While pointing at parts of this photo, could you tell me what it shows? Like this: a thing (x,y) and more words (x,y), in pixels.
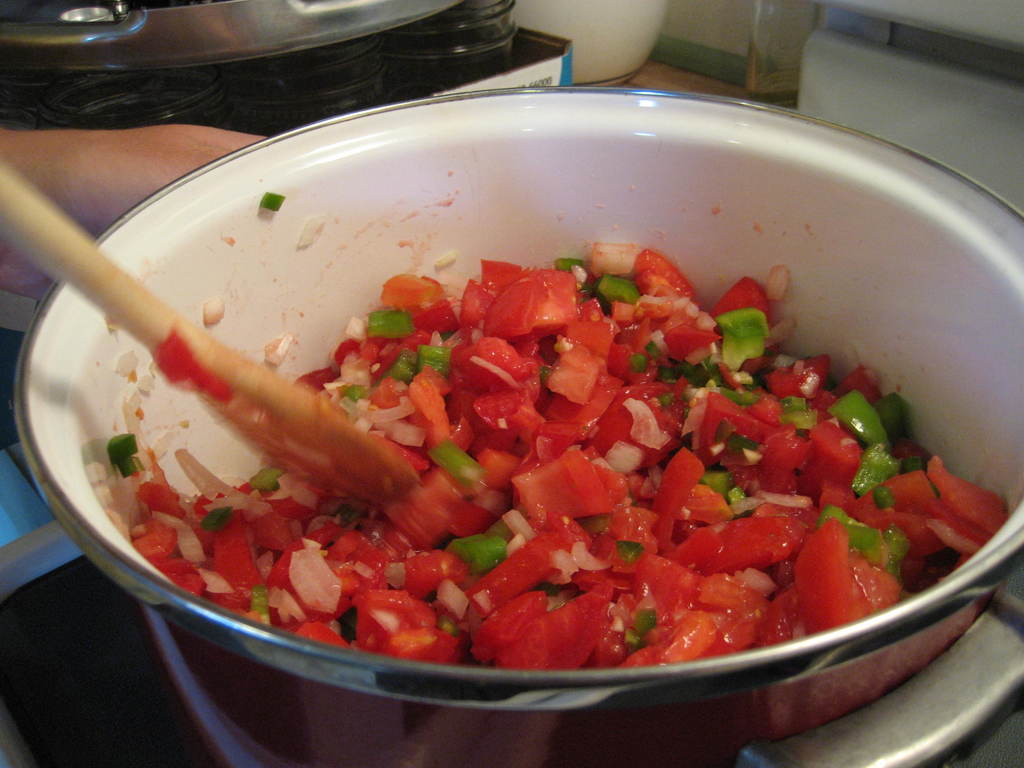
In this image, we can see some food (620,556) in the cooking pot (583,566). Here there is a spatula (226,391). At the bottom (136,671), we can see a black object (85,716). Top of the image (154,100), we can see glass jars (426,66) and few things (172,33). Here we can see a human hand (93,184).
